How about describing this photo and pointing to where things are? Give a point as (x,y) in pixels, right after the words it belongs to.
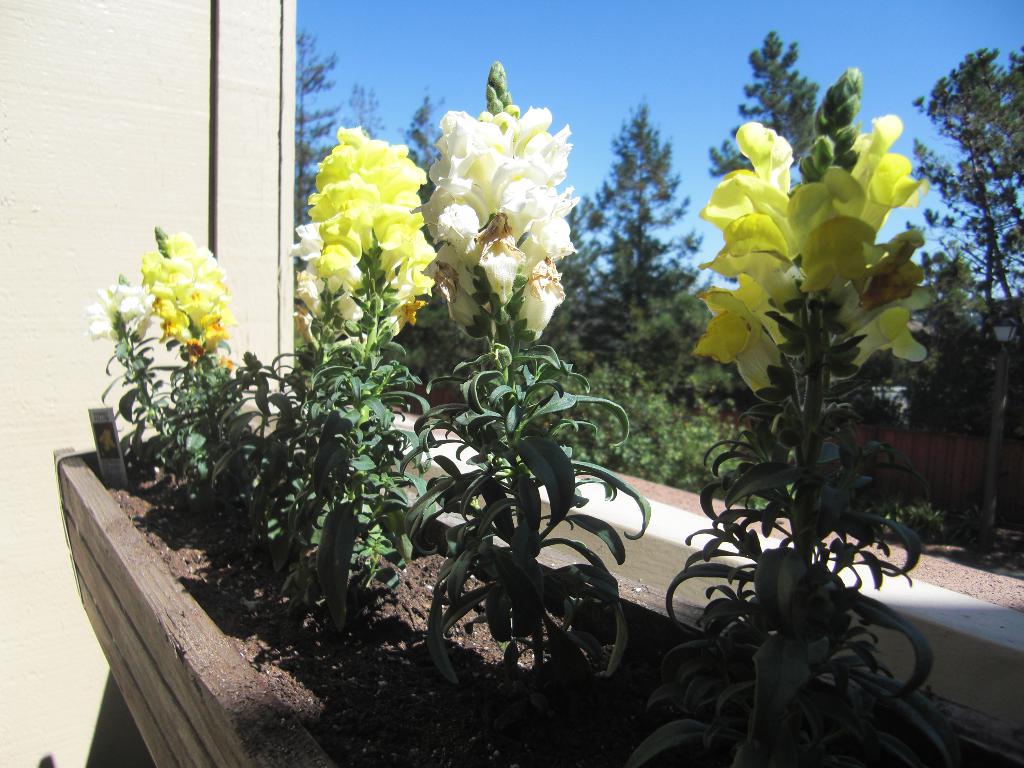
In this picture we can see plants (354,301) with flowers (458,225) in the soil (257,602) and behind the plants (196,424) there are trees (616,305) and a sky (602,102).
